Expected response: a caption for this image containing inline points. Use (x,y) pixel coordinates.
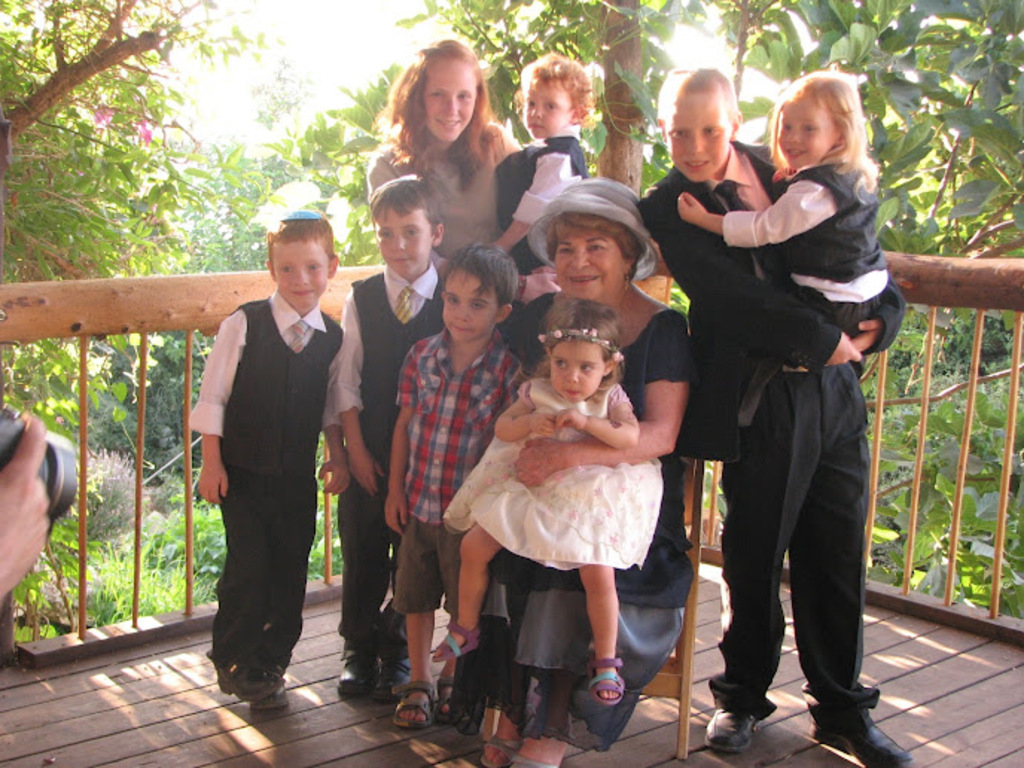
In this image we can see people (535,577) are standing and posing for photograph. One lady (562,455) is sitting on a chair (688,610), in her lap (655,570) one girl (592,502) is sitting. She is wearing white color dress (603,505). Behind them wooden fencing (176,309) is there and so many trees (75,168) are present. To the left side of the image (33,425) one person (39,513) is holding camera (56,483).
